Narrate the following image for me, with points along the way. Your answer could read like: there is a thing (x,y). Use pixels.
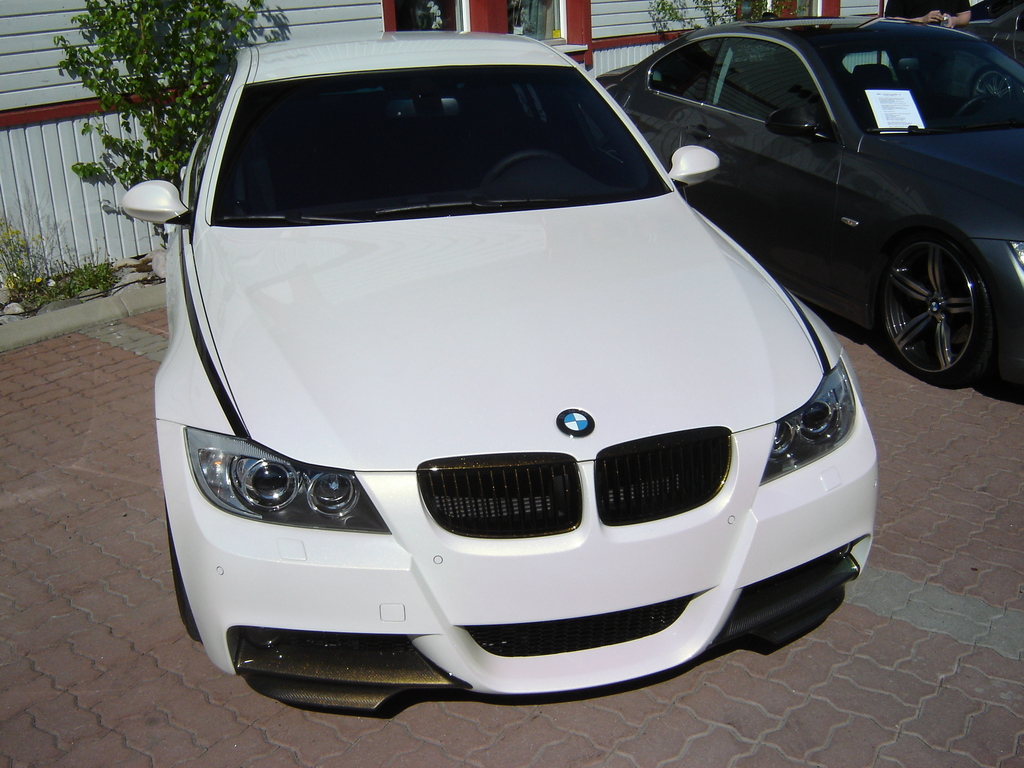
In this image, I can see two cars (847,506) on the road (606,740). In the background (187,94), there are trees (188,83), plants (20,289) and the windows (525,12) to the wall (339,16). At the top right side of the image (963,15), there is another car (989,20) and a person (956,16) standing.
